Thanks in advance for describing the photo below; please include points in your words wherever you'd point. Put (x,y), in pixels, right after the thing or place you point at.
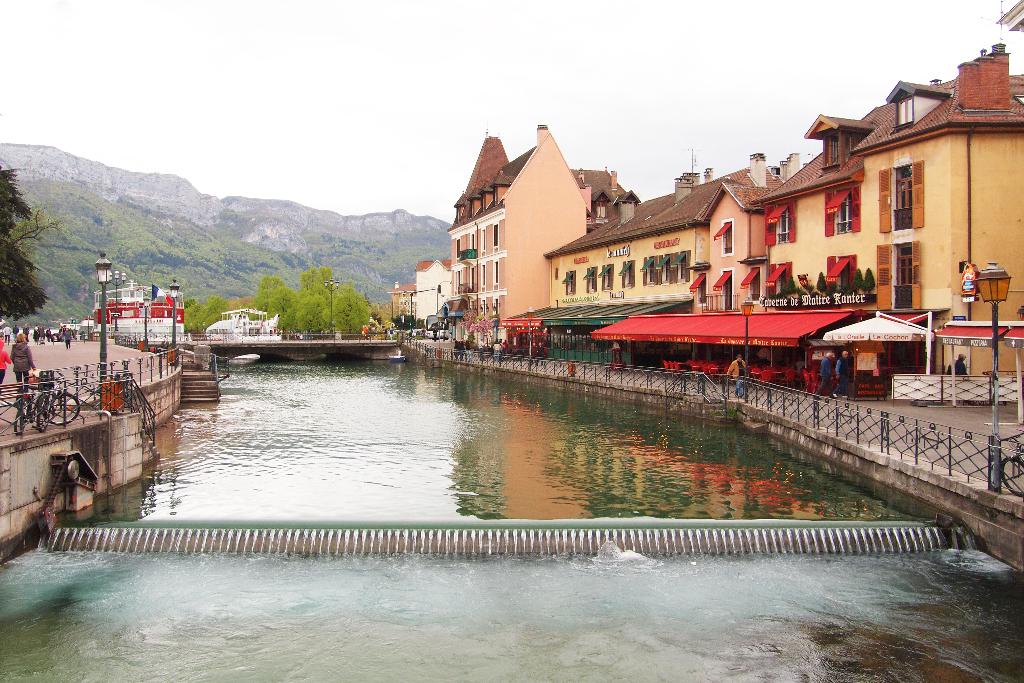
In the foreground of this picture (353,479), there is a canal (296,414) to which on the both side there is a path (54,353) to walk. In the background (606,238), there are buildings (654,235), tents (734,337), poles (987,276), trees (224,305), persons (823,360) walking on the path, hill (274,222) and the sky (321,73).
